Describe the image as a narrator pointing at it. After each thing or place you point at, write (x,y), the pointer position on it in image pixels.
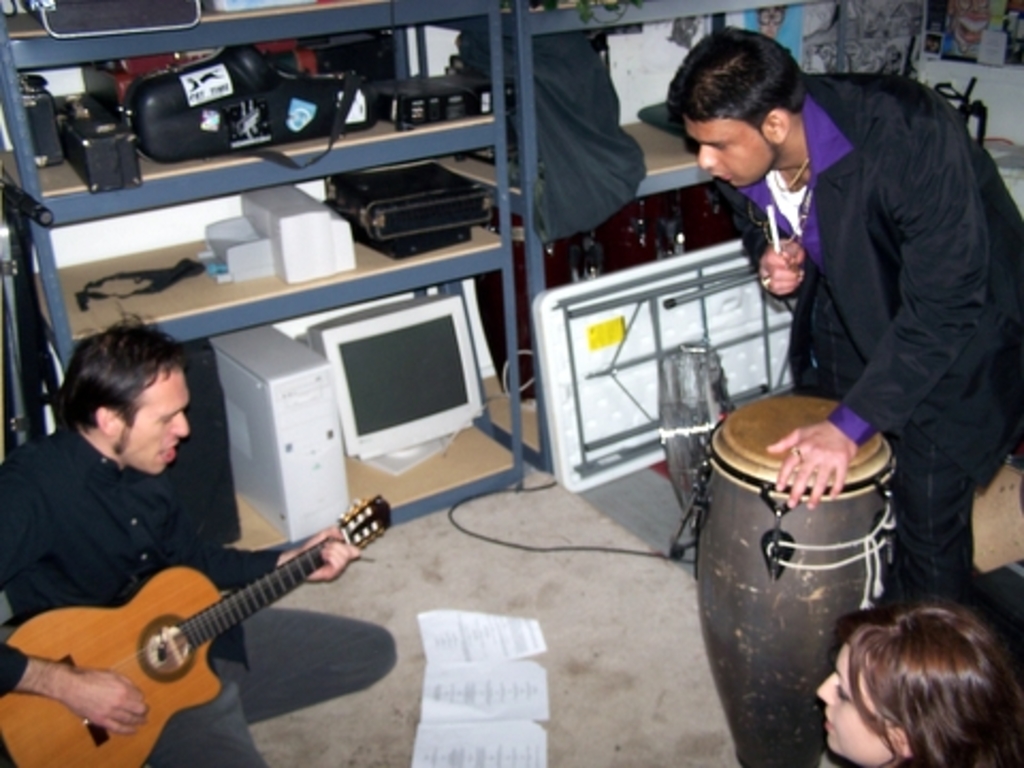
3 people (75,465) are present in a room (810,680). the person (262,706) at the left (158,663) is sitting and playing guitar (117,659). the person (854,272) at the right (910,202) is standing, wearing black suit (869,217). his hand (807,435) is on the drum (765,538). in the center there are papers (482,668) on the floor (564,721). behind them there are shelves (21,120) in which there are computer (399,395), c. p. u (287,431), bag (385,212) and other objects (579,148).
